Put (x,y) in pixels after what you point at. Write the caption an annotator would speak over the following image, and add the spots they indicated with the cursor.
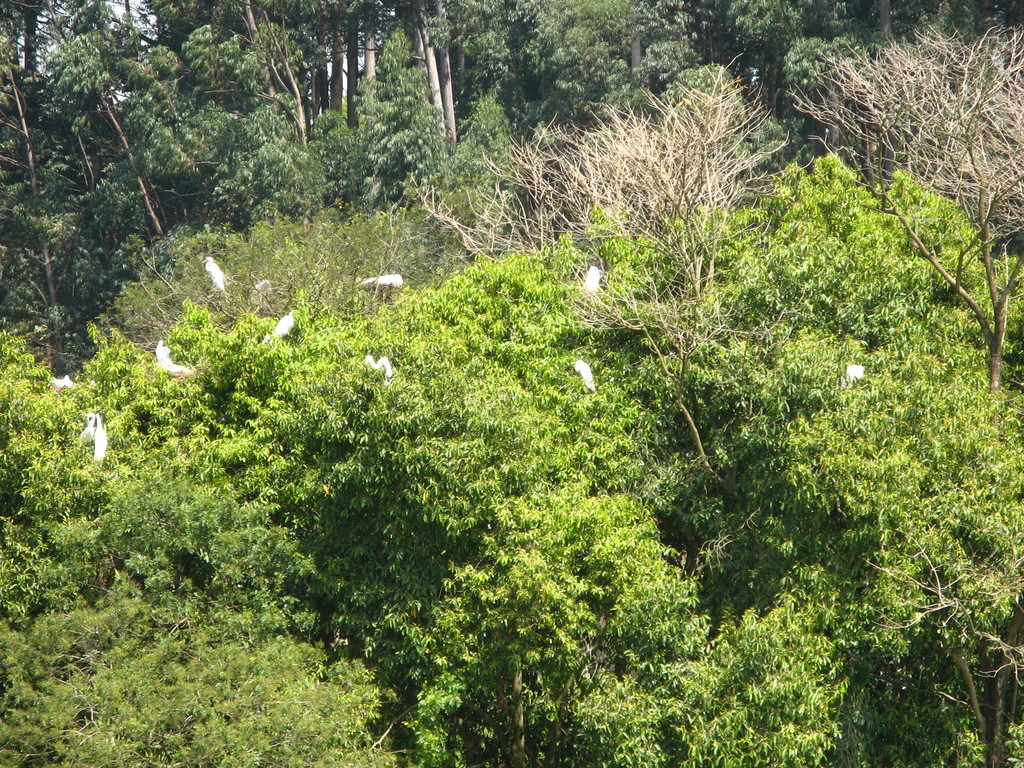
This picture shows bunch of trees (395,411) and we see few birds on the trees (264,369) and birds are white in color.
